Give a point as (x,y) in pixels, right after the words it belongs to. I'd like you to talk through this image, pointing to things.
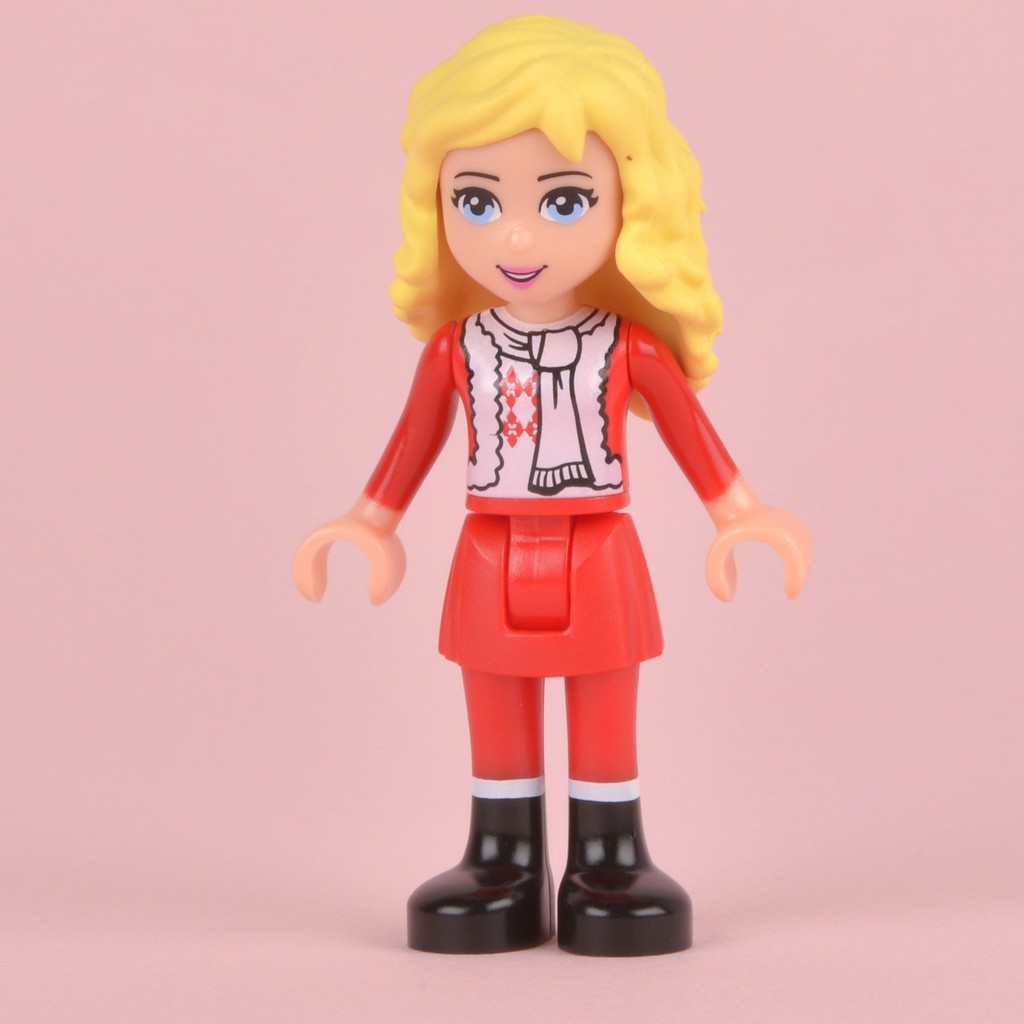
In this image I can see a girl doll (500,558) in the front (635,394). I can see the color of the doll (544,446) is red, white, yellow and black. I can also see pink colour in the background (760,161).
